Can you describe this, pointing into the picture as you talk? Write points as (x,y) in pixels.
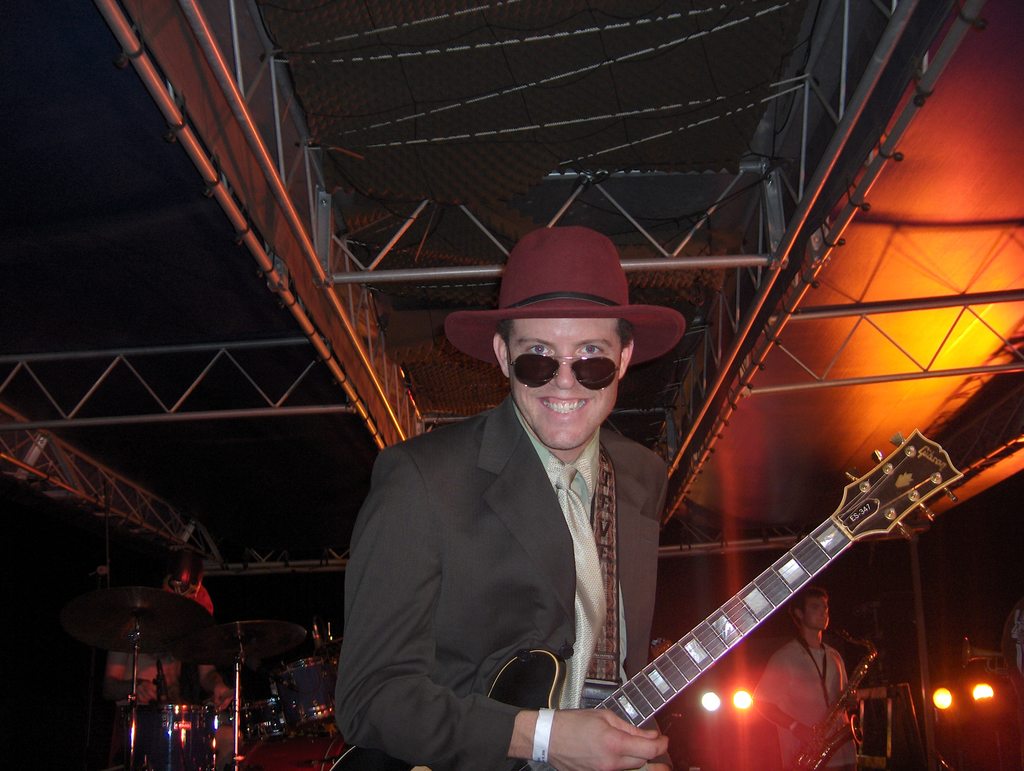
In this picture there is a man (538,394) standing holding the guitar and smiling wearing a hat (589,304) and another person (801,718) standing here holding the saxophone (840,710) there is also drum set (203,612) behind
